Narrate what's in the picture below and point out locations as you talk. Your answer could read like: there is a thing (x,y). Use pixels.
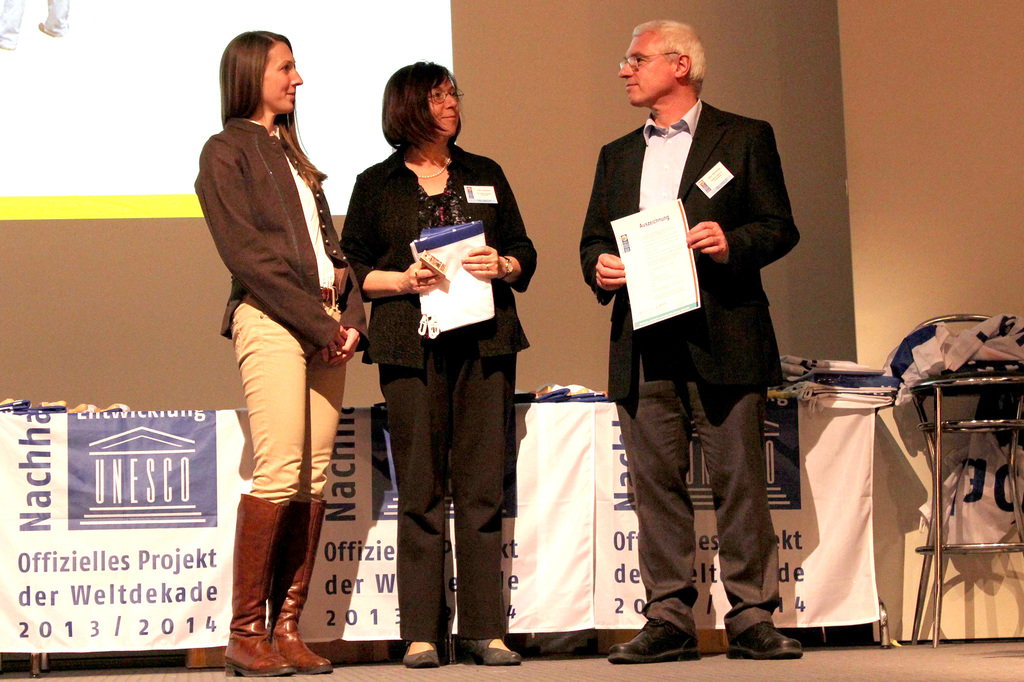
In this image in the center (406,389) there are three people (689,331) standing, and two of them are holding some items (679,284). And in the background (360,484) there are boards (828,469) and screen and wall (547,302), on the right side (950,379) there is a stool (937,383). On the stool (965,379) there are some clothes (963,505), at the bottom (697,673) there is floor (955,646).
